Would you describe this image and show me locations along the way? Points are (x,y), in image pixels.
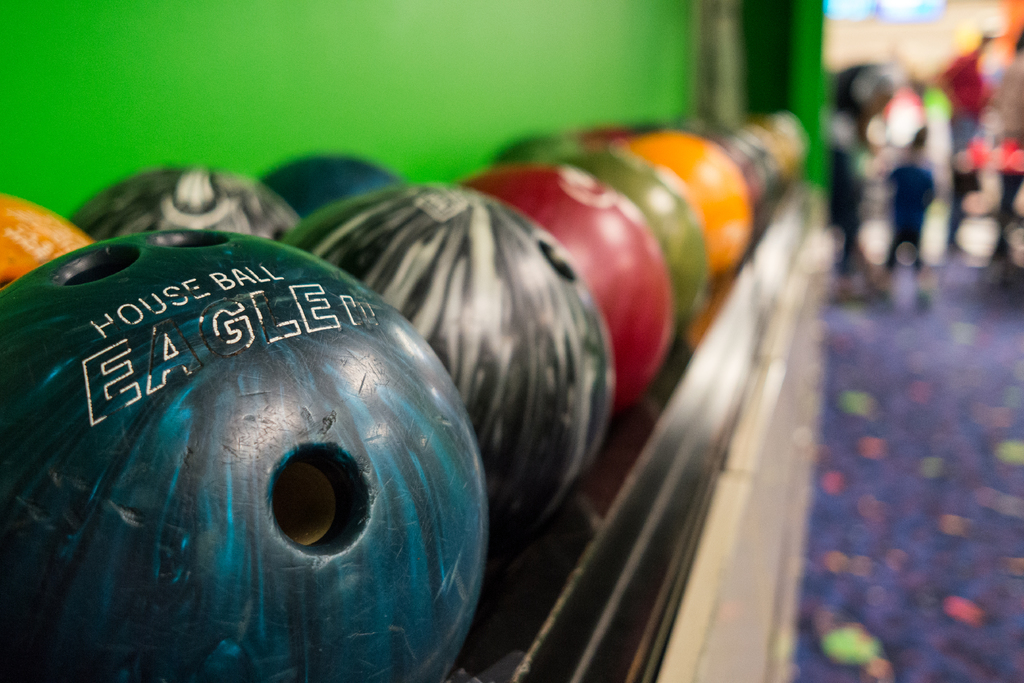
In this picture we can see a few balls (497,197) on the shelf (543,656). We can see a carpet (885,433). There is a wall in green color. Background (1005,57) is blurry.
